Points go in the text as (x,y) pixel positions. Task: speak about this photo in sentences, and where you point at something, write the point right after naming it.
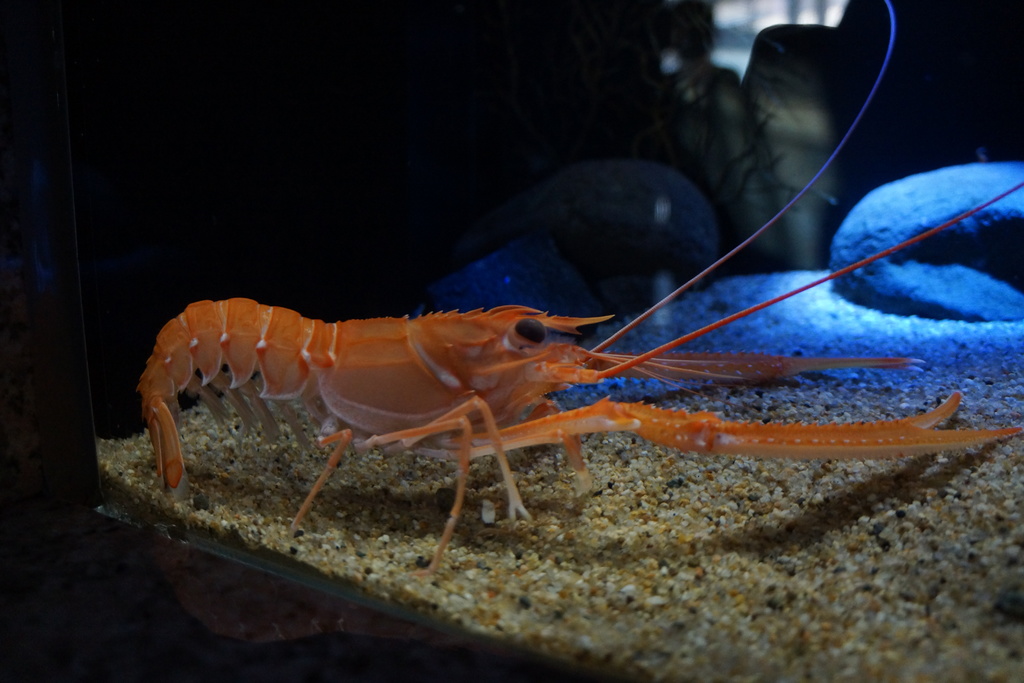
In this image we can see some creature (413,358) which is called langoustine (310,386) is in the aquarium (618,311) and in the background of the image (645,193) we can see some stones (705,202).
